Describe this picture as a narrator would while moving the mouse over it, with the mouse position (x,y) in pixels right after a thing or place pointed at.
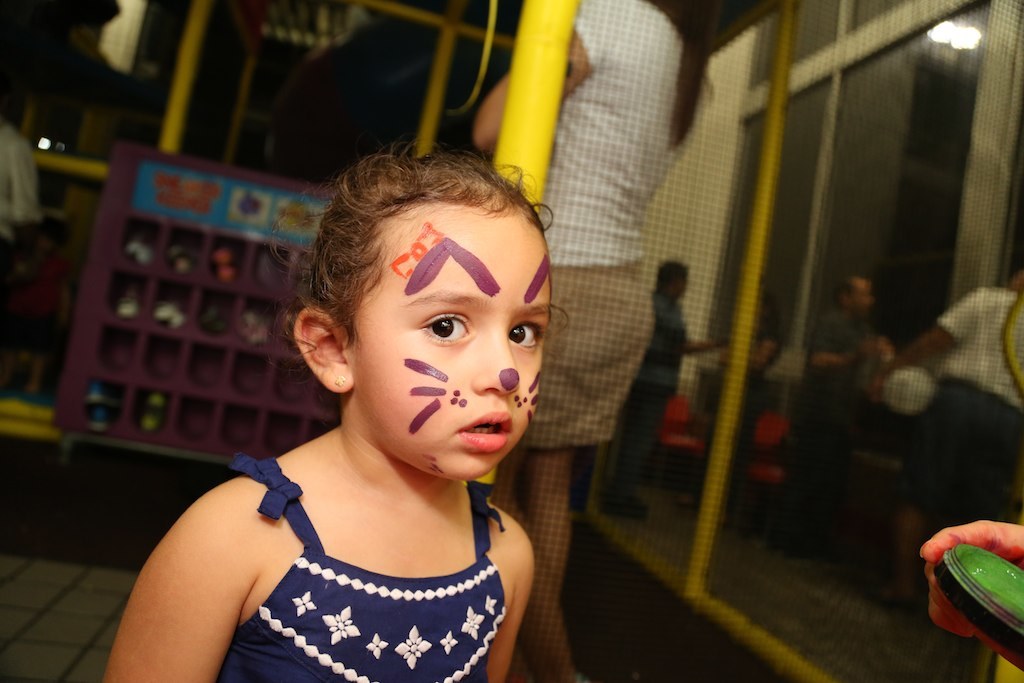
In this image in the foreground (427,333) there is one girl (470,483), and in the background (993,390) there are some persons (946,368) standing and also we could see some objects (129,267), boards (153,348), chairs (765,482), poles (769,211), net (754,352) and at the bottom (43,664) there is a floor (85,493).
